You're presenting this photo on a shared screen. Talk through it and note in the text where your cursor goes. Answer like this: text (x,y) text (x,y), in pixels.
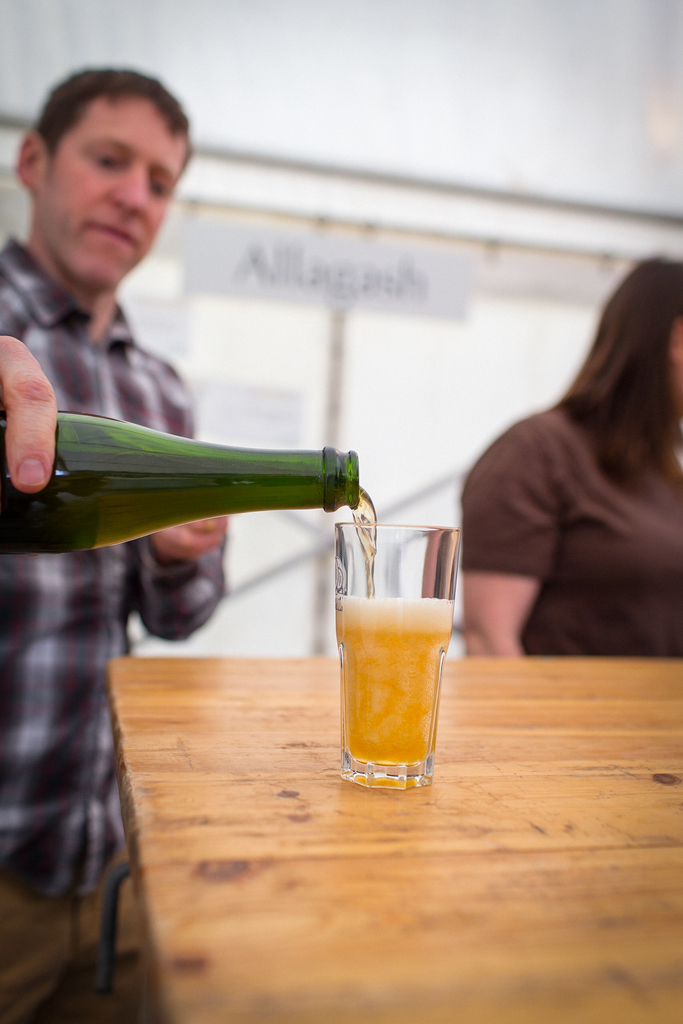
As we can see in the image there are two people (128,197). The man (90,638) who is standing here is holding bottle (66,490) and there is a table (233,795) over here. On table (353,804) there is a glass (356,705).
